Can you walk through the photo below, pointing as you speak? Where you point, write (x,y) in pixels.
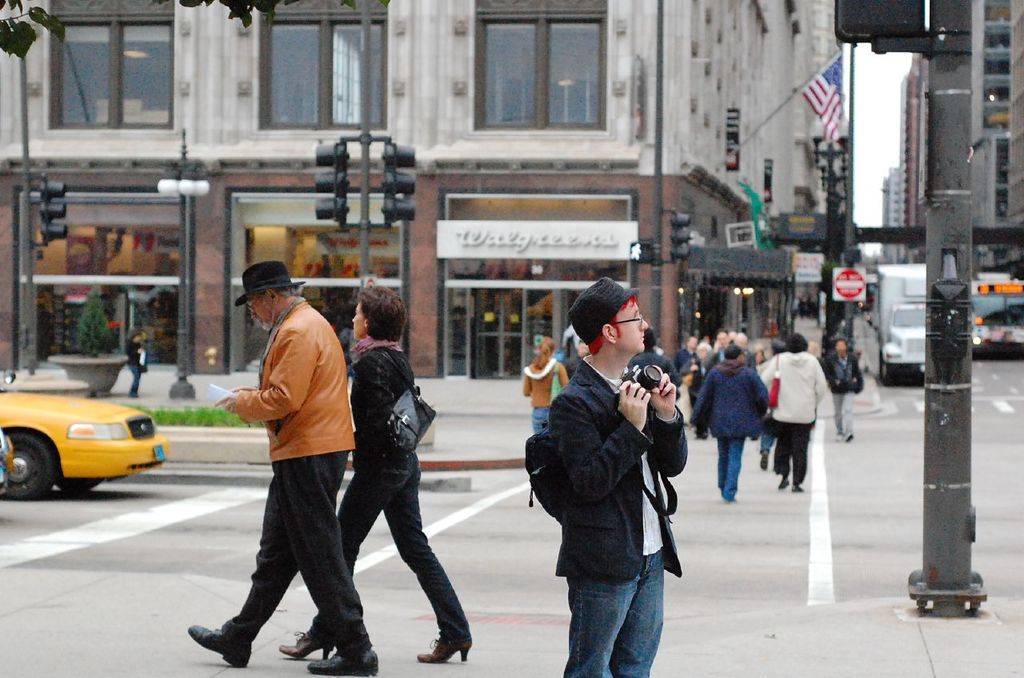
In this image I can see few roads (881,465) and on it I can see number of people (826,388) and few vehicles (902,312). I can also see few people (379,407) are carrying bags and in the front (627,389) I can see one man (610,411) is holding a camera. I can also see most of people (593,422) are wearing jackets (724,415) and in the front (583,345) I can see two of them are wearing hats (616,302). In the background (1006,202) I can see number of poles (949,130), signal lights (321,178), number of buildings (783,92), few boards (524,236), a flag (828,107) and on these boards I can see something is written. On the left side of the image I can see a plant (91,312).
